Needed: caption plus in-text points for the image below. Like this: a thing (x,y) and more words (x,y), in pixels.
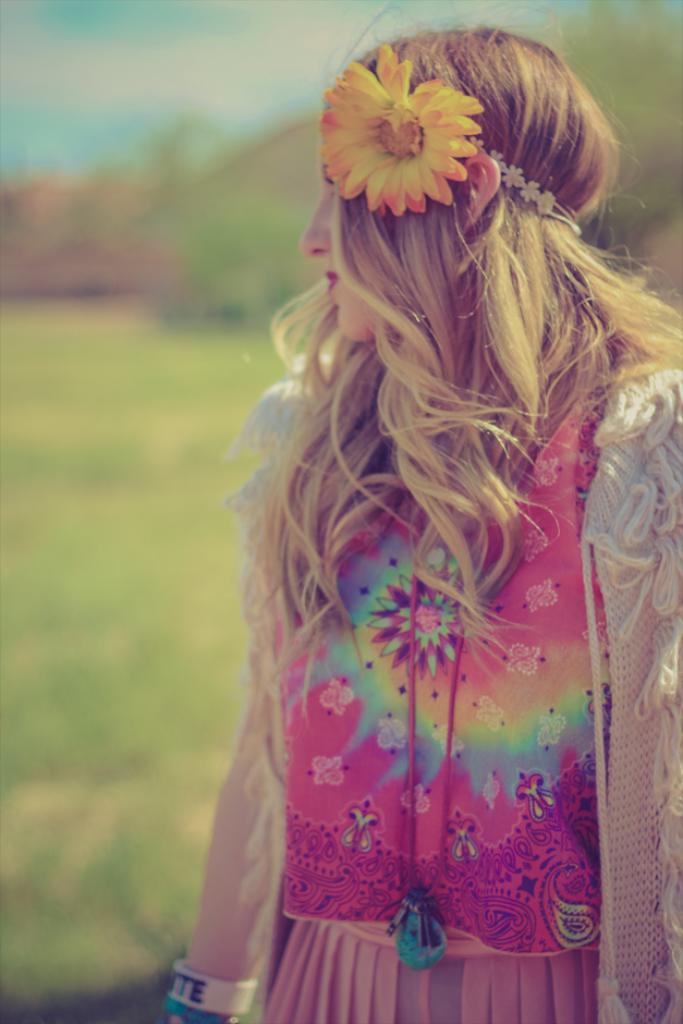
In this image there is a woman (460,628) having a flower (444,169) on her head (491,126). Behind her there is grassland (6,457) having few trees (192,265). Top of image (207,108) there is sky (230,96).
